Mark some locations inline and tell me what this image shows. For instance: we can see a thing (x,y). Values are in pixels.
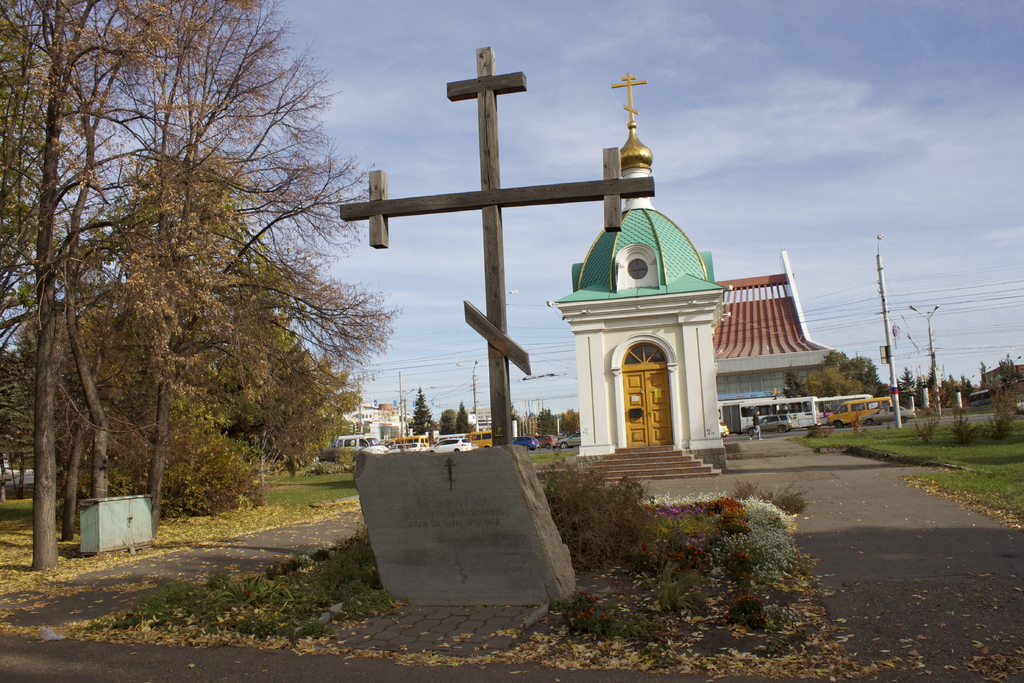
In this picture, it seems like a cross pole (500,262) and a stone (529,488) in the foreground area of the image (495,356), there are houses (790,354), a church (654,235), trees (311,402), vehicles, poles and the sky (553,329) in the background (551,383).
